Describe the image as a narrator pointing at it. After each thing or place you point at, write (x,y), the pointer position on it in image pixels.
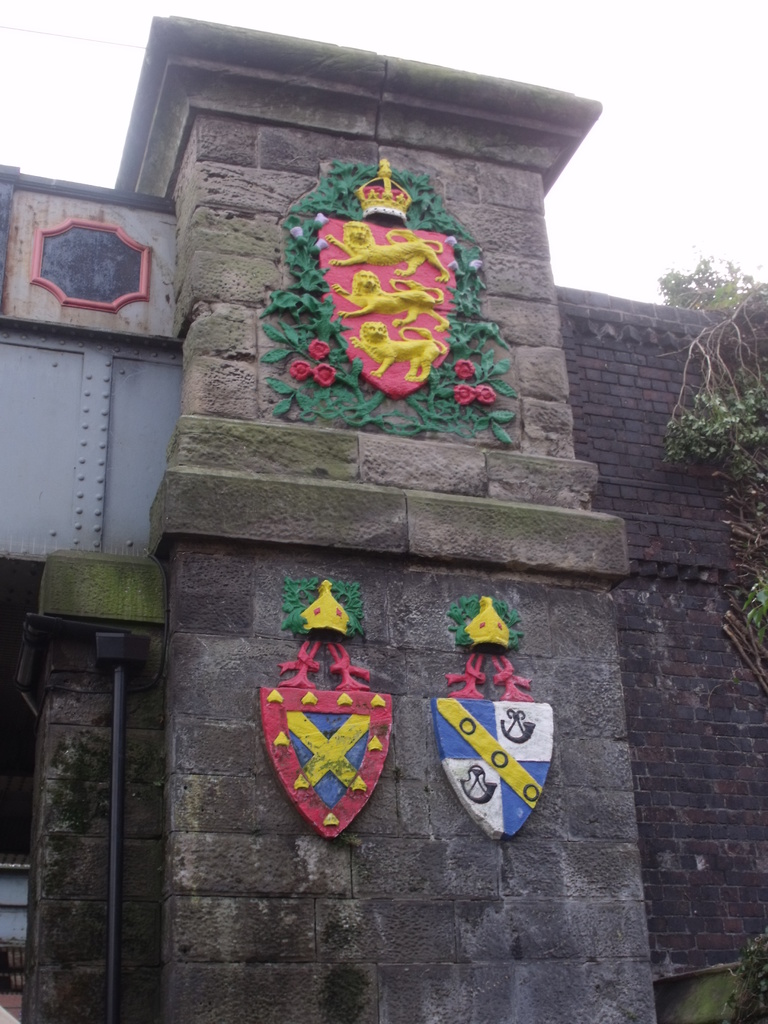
In the picture we can see the old building wall (478,966) with some art (441,233) attached to it and beside it, we can see a part of the plant (733,632) and behind it we can see the part of the sky (726,253).
